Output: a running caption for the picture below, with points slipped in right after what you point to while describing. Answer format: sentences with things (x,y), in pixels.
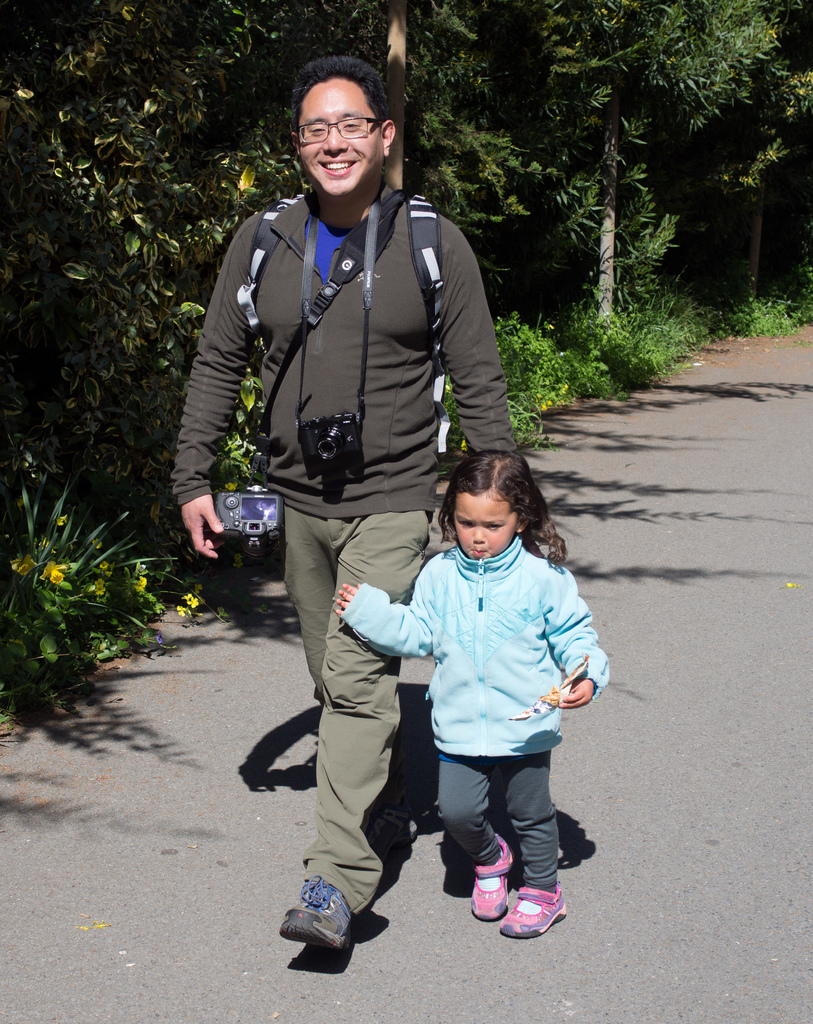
In this image I can see a person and a child (546,652) walking on the road (456,919). Also there are trees (532,273), plants (630,328) and there is grass (661,368).
